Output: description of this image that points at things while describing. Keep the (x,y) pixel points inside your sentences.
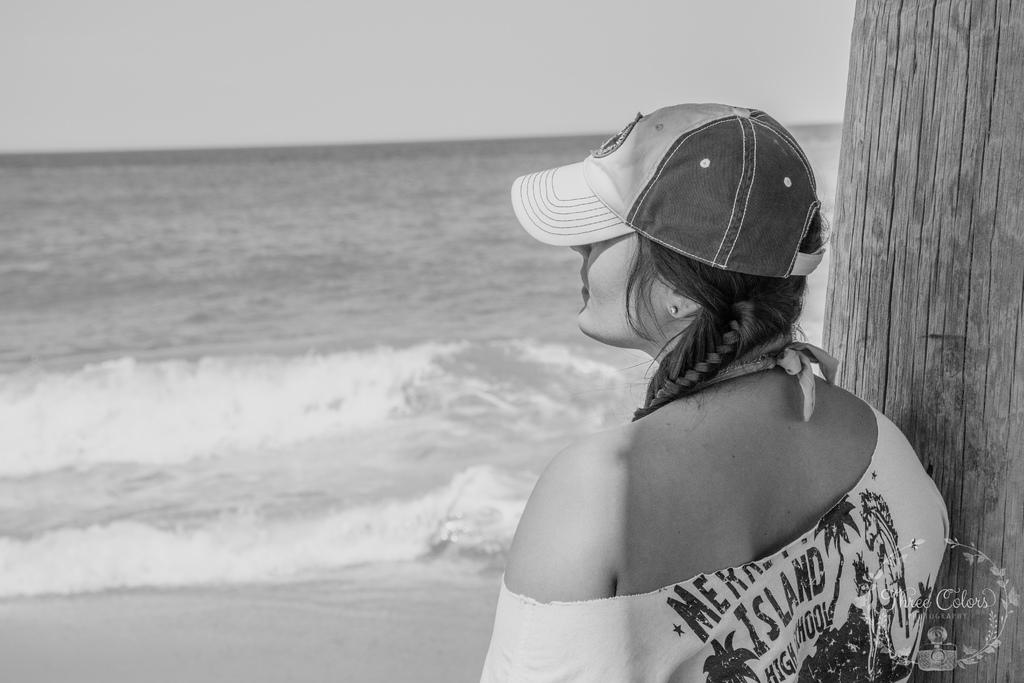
This is a black and white picture. Woman (794,654) in white t-shirt (636,597) who is wearing a cap (687,177) is standing beside the tree (857,103). In front of her, we see water (517,397) and this might be a sea (338,259). At the top of the picture (298,91), we see the sky (292,128).
